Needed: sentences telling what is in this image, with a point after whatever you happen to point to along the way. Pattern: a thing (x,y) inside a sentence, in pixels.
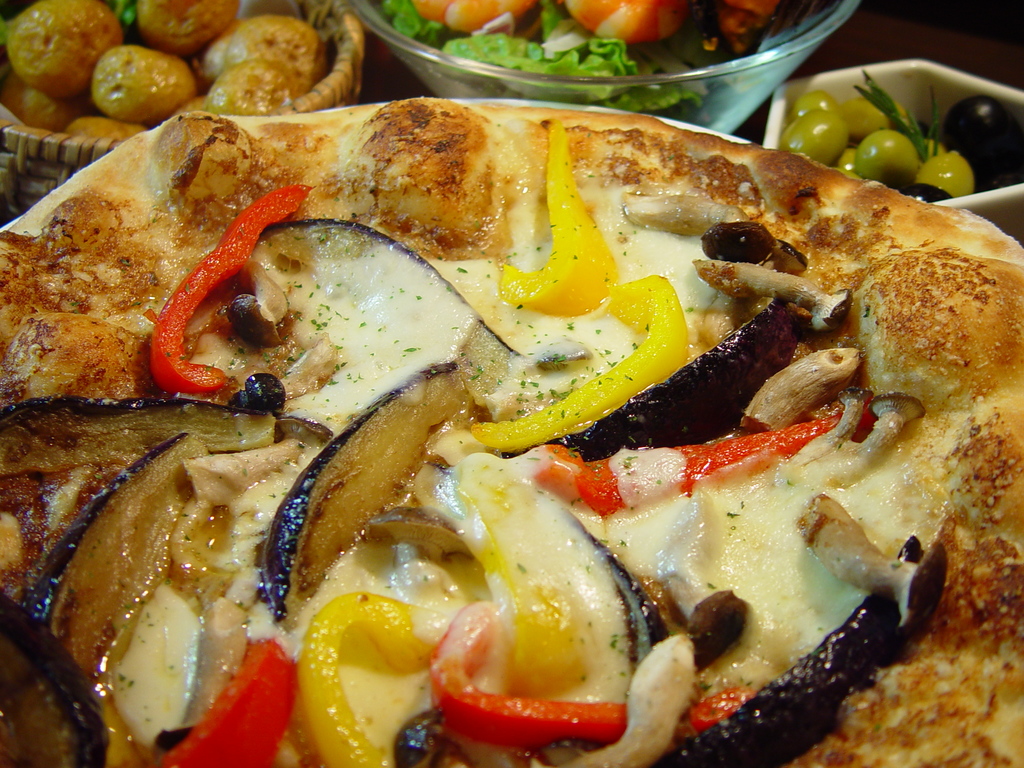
In the picture we can see a pizza (111,378) with cheese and some vegetable slices (343,760) on it and beside it we can see some bowl (38,152) with some fruits (940,181) and vegetables (698,56).
